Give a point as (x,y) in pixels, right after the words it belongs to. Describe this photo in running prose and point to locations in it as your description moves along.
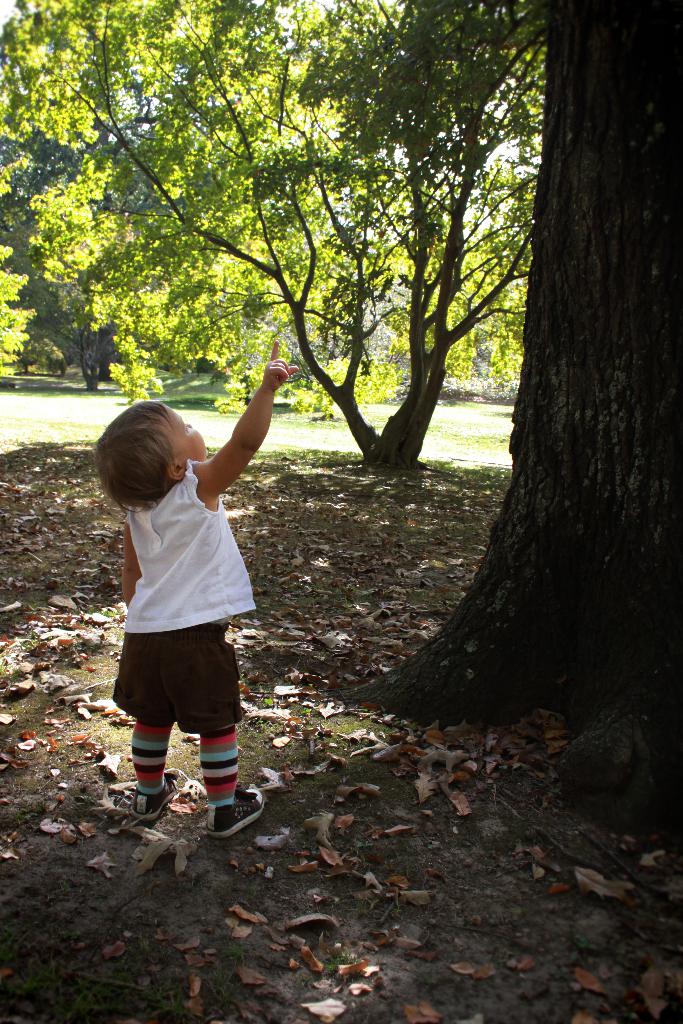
In this image I can see an open ground (365,469) and on it I can see number of trees (297,279) and leaves (281,690). I can also see a child (177,425) is standing in the front (190,665) and I can see this child (197,489) is wearing white colour dress (221,598), black shorts (151,689), colourful socks (210,741) and black shoes (230,816).
